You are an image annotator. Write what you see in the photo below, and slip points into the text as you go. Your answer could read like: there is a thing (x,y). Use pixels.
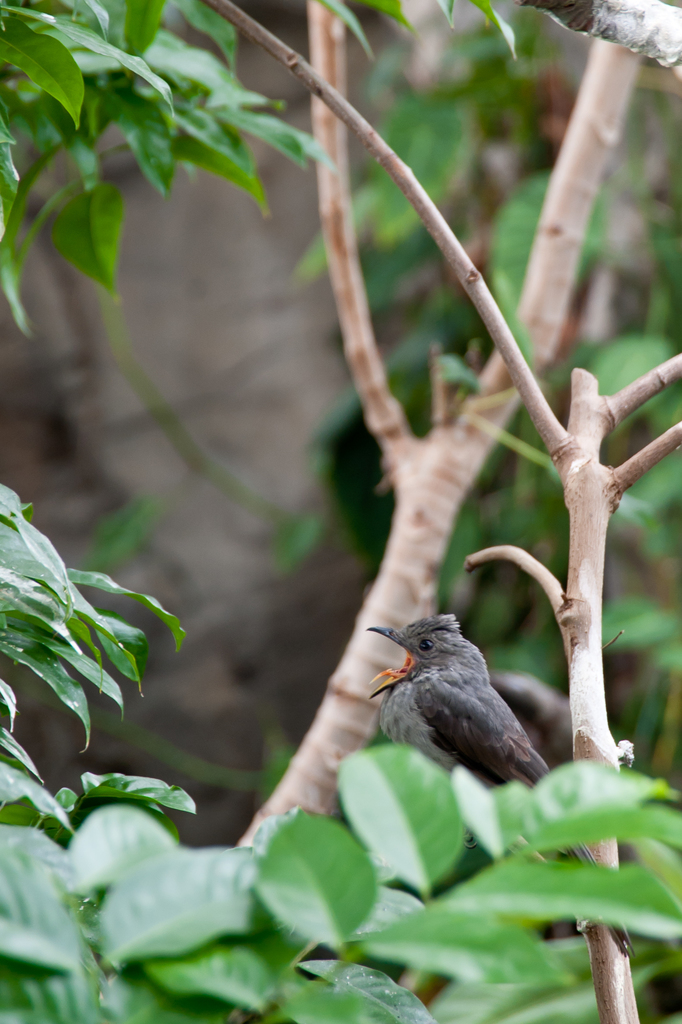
In this image we can see a bird (425,687) on the tree (577,806) and in the background (258,754), the image is blurred.
